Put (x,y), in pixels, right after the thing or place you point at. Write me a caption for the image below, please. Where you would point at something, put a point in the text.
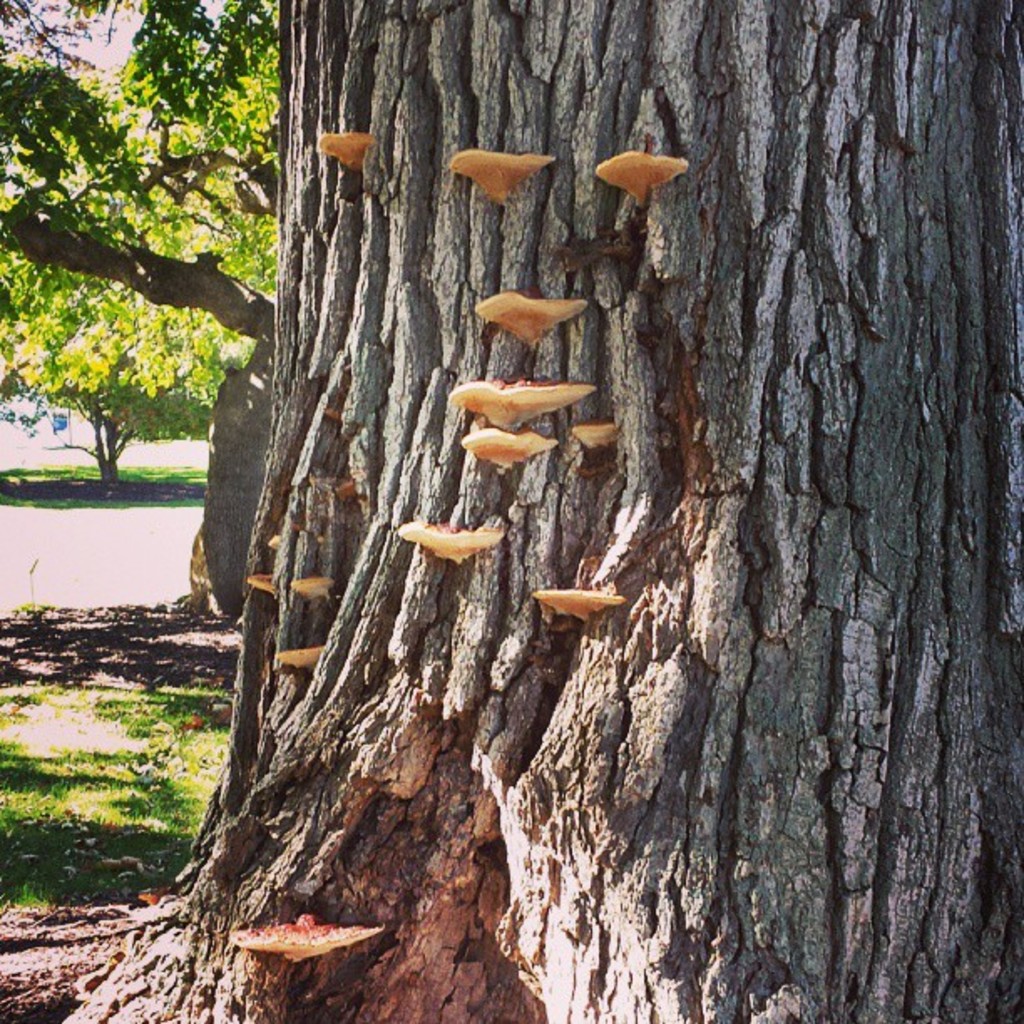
In this image I can see some cream and brown color objects (504,195) to the tree (600,367). In the background (200,427) I can see few more trees (72,215) and the sky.
